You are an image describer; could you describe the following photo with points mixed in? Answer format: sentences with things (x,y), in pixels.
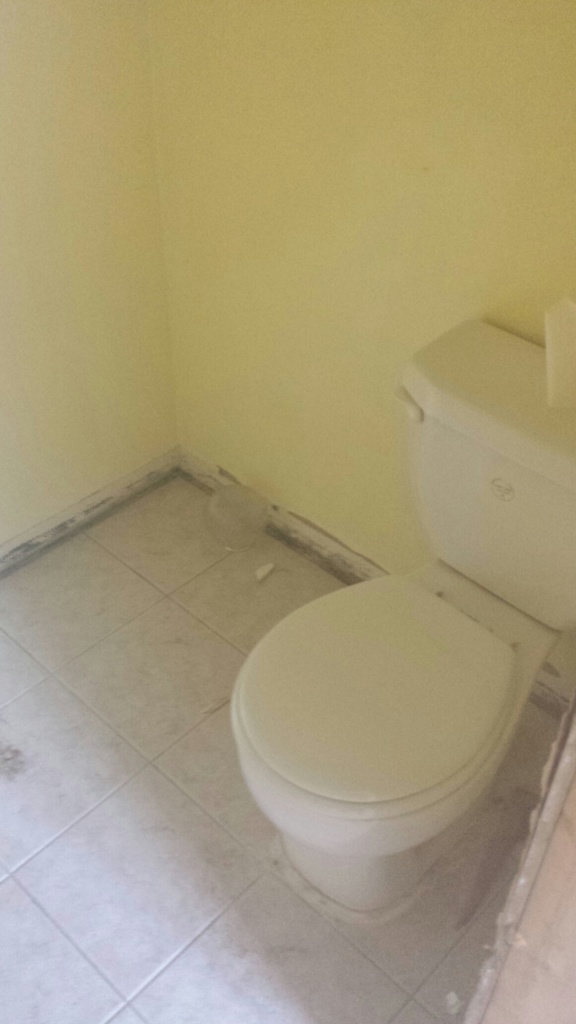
In this image we can see a toilet (417,805) with the flush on the floor (524,790). We can also see a wall (277,236).
